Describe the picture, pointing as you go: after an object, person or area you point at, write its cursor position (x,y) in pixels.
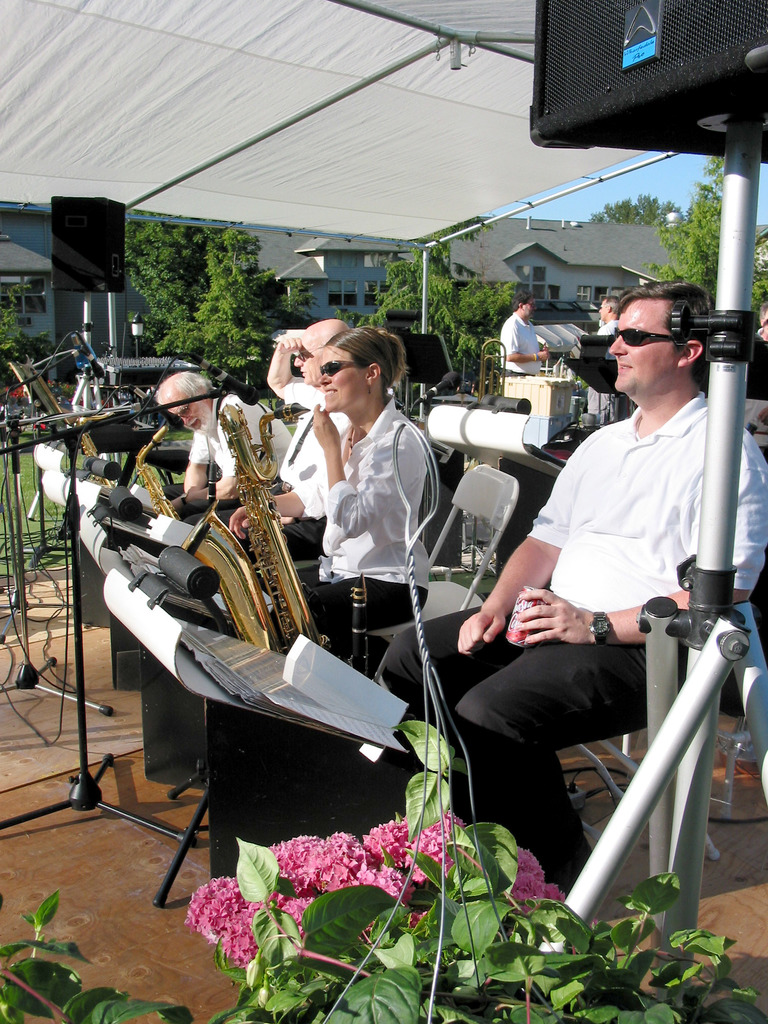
In this image few people (392,572) are sitting on the chair (440,589). Before them there are few stands (165,624) having papers (193,643). There are few musical instruments (242,625). People (390,469) are under the tent (92,164). Bottom of the image (411,951) there are few plants (394,948) having flowers (361,875). Background (630,249) there are few trees (701,249) and buildings (524,240). Right side (530,334) few people (515,337) are standing.
